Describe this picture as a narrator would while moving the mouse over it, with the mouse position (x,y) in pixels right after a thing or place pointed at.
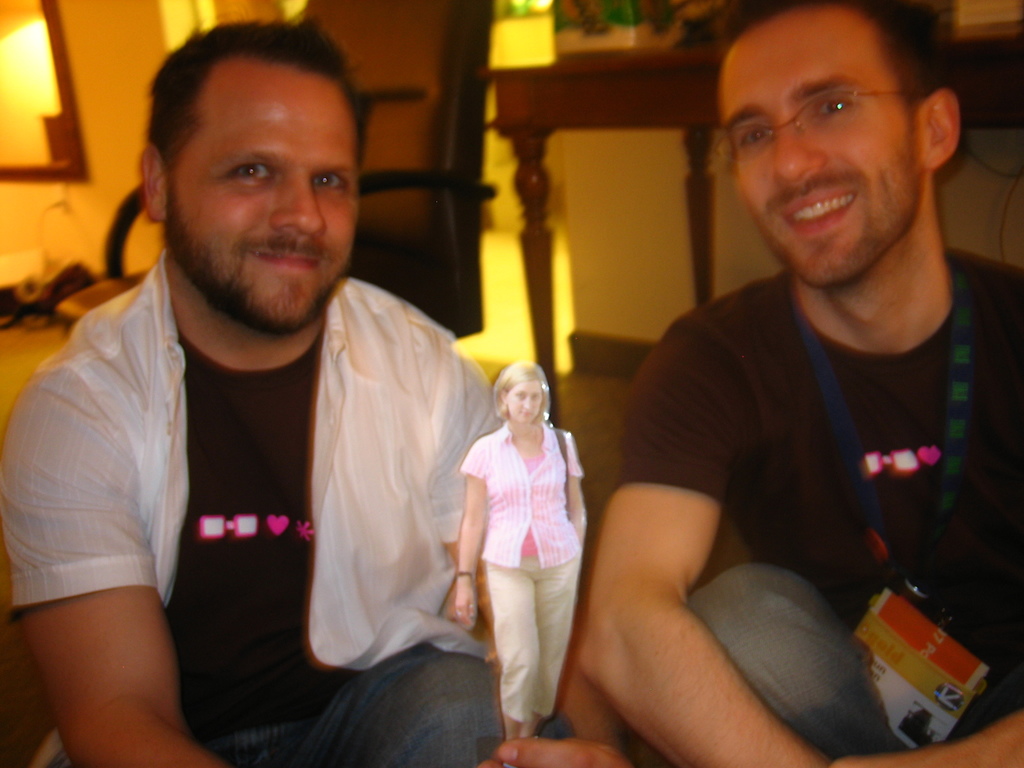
In the image we can see there are men (114,525) sitting on the ground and there is a paper cutout (530,531) of a woman (542,564). Behind there is chair (482,181) and table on the ground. Background of the image (21,168) is little blurred.
